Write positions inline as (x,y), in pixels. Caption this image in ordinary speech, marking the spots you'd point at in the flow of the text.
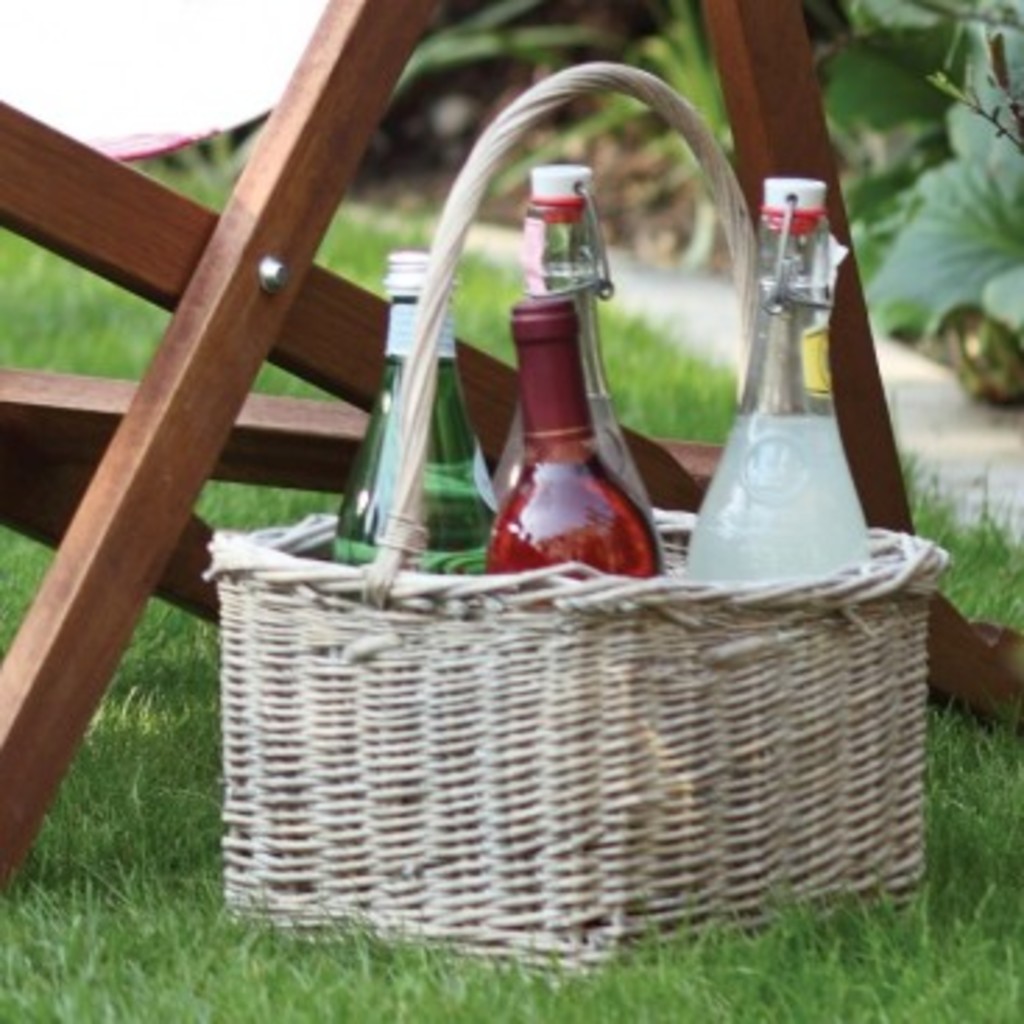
In the image we can see in the basket (458,701) there are wine bottles (574,457) kept.
